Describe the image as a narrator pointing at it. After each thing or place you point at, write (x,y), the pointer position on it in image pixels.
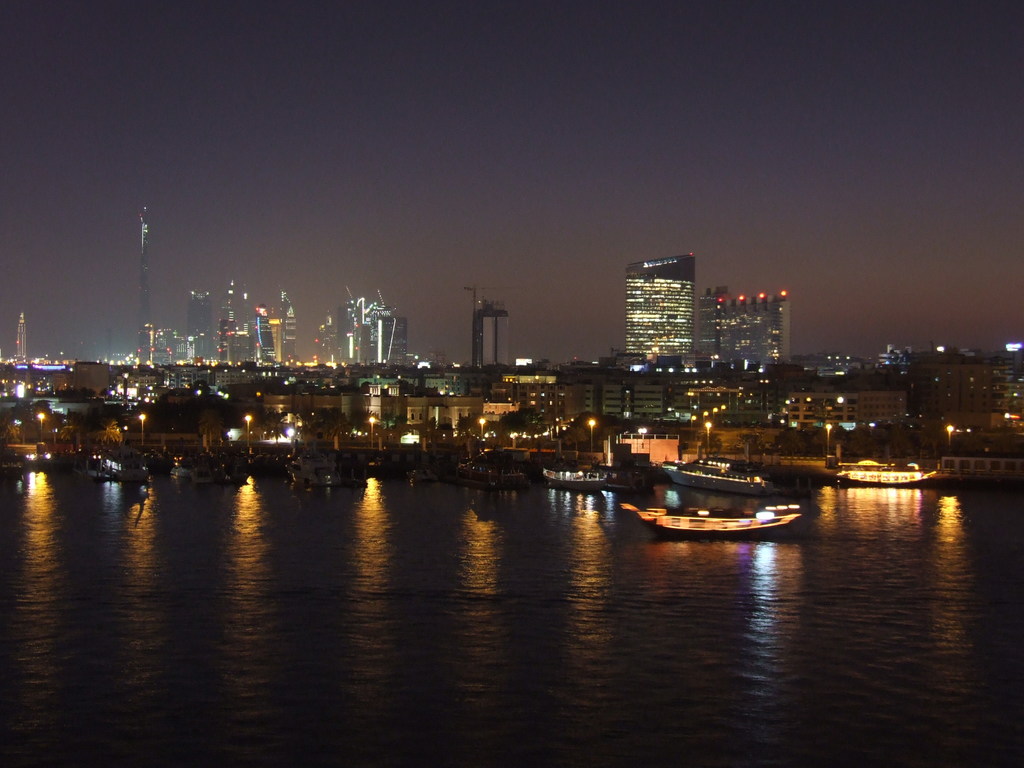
In the foreground of the image (618,517) there is a water surface (601,611), on the water surface (732,560) there are boats (749,529) and behind the boats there are towers (752,329) and buildings (708,375).
